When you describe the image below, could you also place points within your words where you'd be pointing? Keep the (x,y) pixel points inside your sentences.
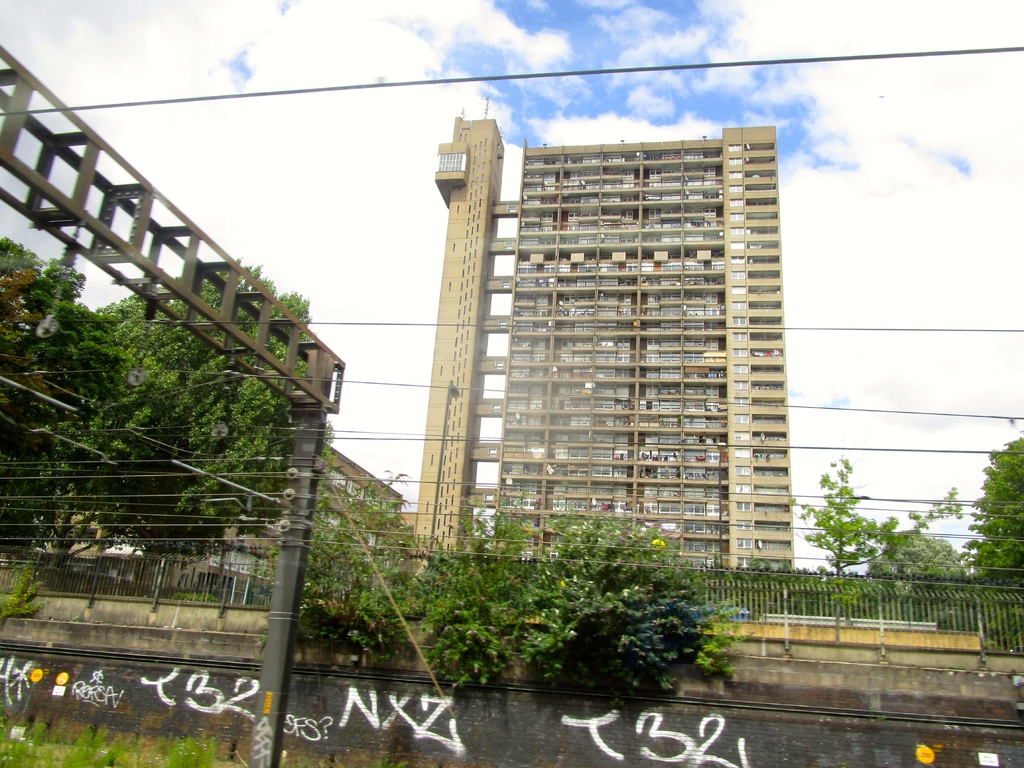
In this image I can see a fence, poles (285,560), wires (364,531), trees (249,438), metal rods (272,386), buildings (525,446) and the sky (989,43). This image is taken may be during a day.
